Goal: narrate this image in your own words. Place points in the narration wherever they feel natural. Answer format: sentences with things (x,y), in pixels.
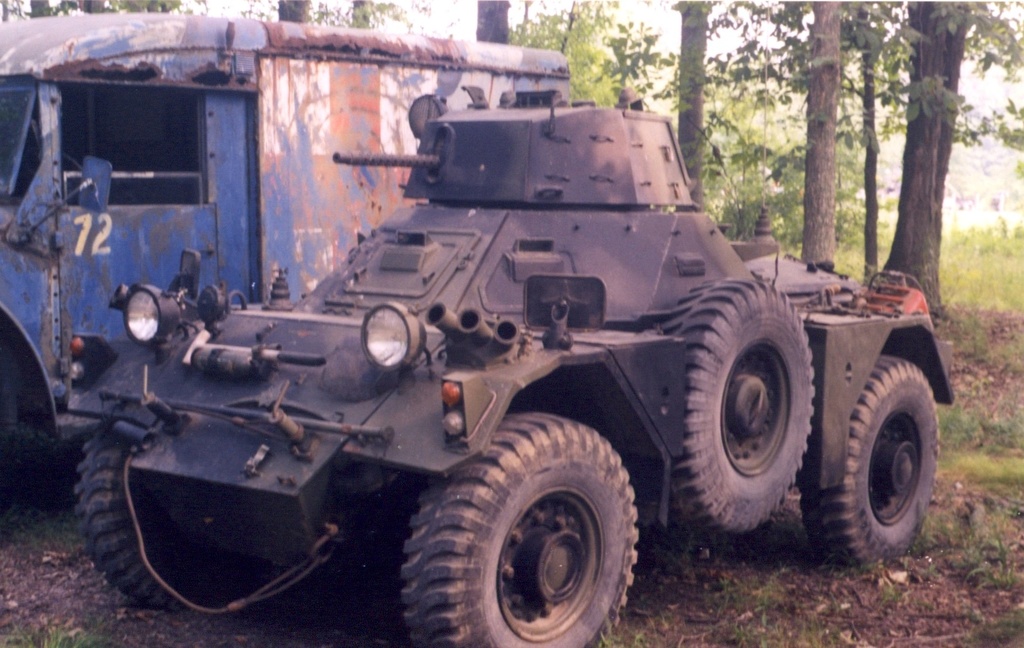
In this image, we can see few vehicles (318,526) are on the ground (740,630). At the bottom (1002,547), we can see grass (1007,460), few plants (994,579). Background (1009,54) there are so many trees (517,30) we can see.
